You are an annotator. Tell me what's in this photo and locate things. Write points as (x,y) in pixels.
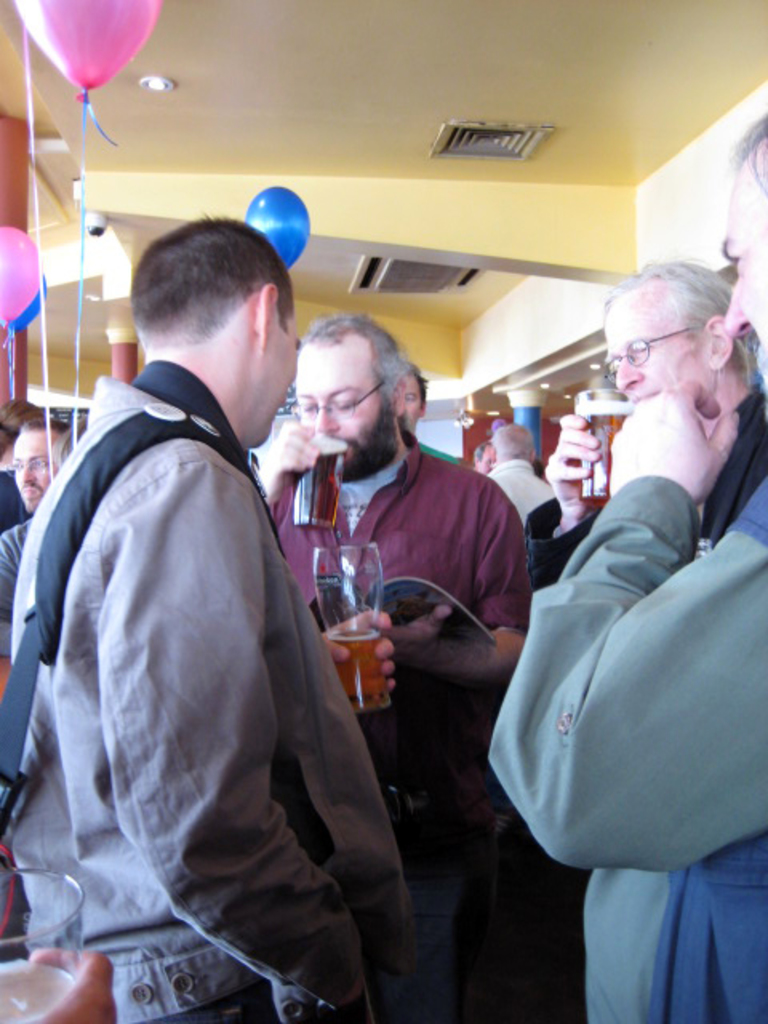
In this picture we can see some people (465,524) are standing, three persons (465,524) in the front (539,517) are holding glasses (296,498) of drinks (315,483), on the left side (91,7) there are balloons (71,60), we can see the ceiling (261,84), a light (151,88) and a camera (92,223) at the top of the picture (103,217).
